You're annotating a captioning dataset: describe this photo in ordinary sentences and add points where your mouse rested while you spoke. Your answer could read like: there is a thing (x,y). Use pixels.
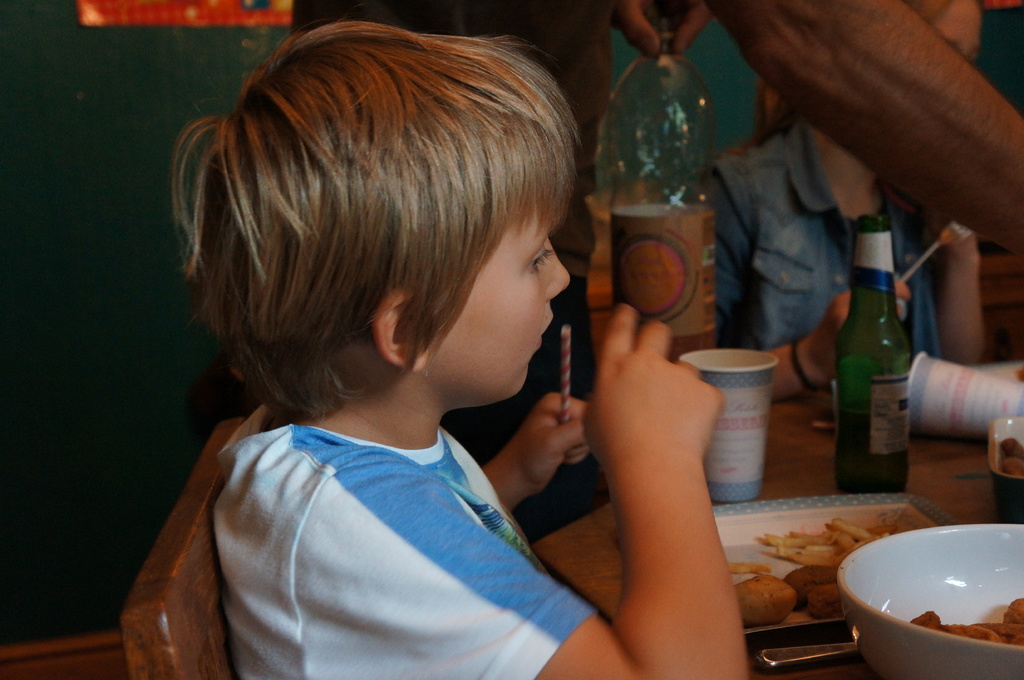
In this image I can see a child (439,550) wearing blue and white t shirt (443,555) is sitting on a chair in front of a table (814,464) and on the table (798,463) I can see a plate (761,502), a cup (753,450), a bowl (933,575), a bottle (859,309) and few other objects (836,559). In the background (660,14) I can see a person (599,5) standing and holding a bottle (686,156) and another person (823,209) sitting on a chair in front of a table (943,473) and the green colored wall (98,354).
